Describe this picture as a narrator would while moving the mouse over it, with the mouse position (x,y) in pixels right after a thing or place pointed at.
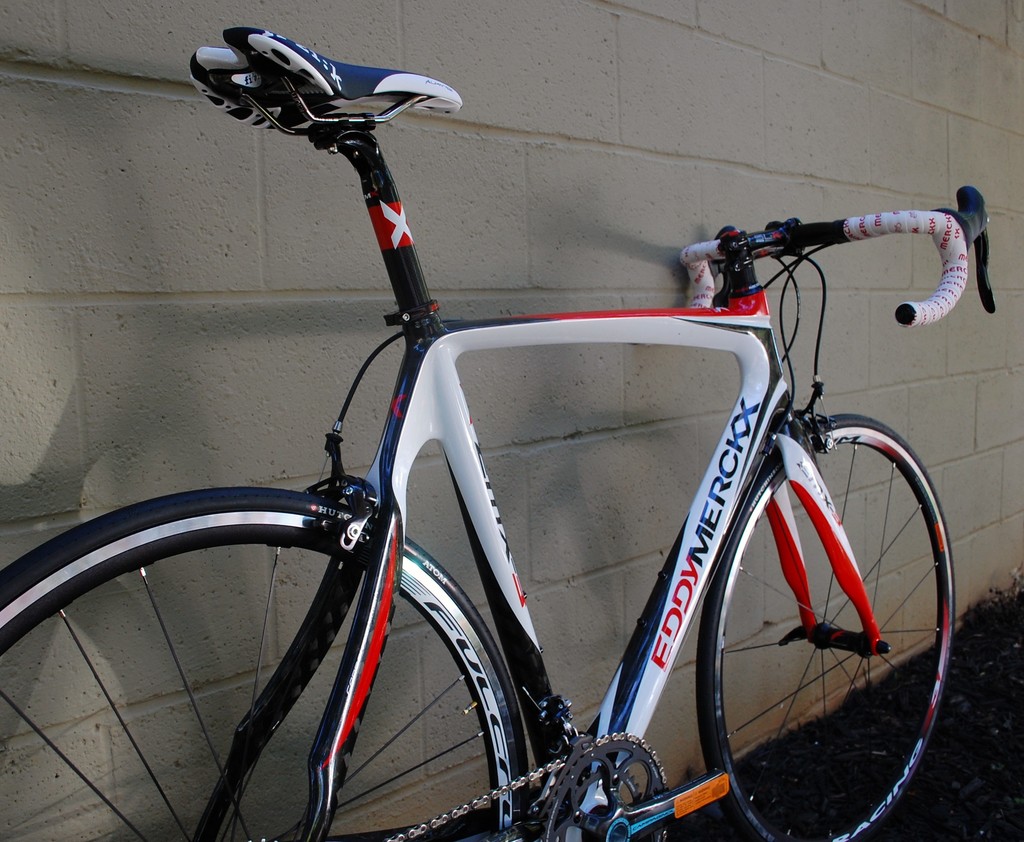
In front of the image there is a cycle (198,829). Behind the cycle (332,146) there is a wall (514,85).
